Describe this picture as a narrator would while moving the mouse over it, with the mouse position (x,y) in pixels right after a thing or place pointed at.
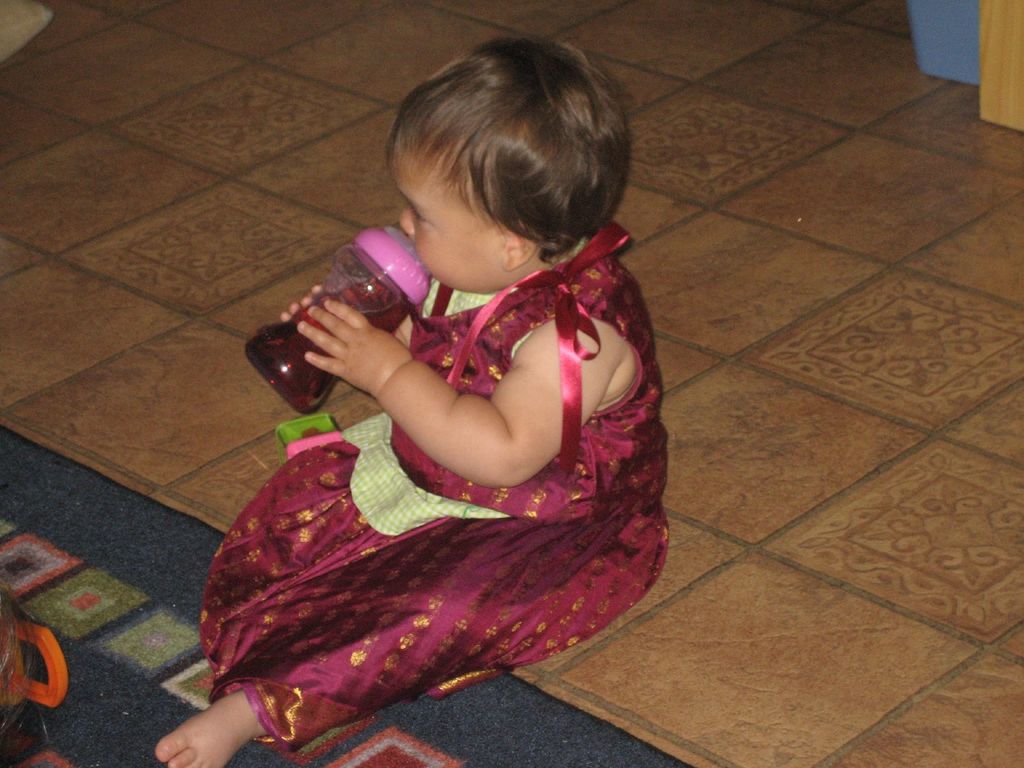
In the picture we can see floor (787,749) with some brown color tiles (902,353) and on it we can see a girl child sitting and drinking a juice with a bottle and near her legs (203,766) we can see a mat (73,727) which is blue in color.
